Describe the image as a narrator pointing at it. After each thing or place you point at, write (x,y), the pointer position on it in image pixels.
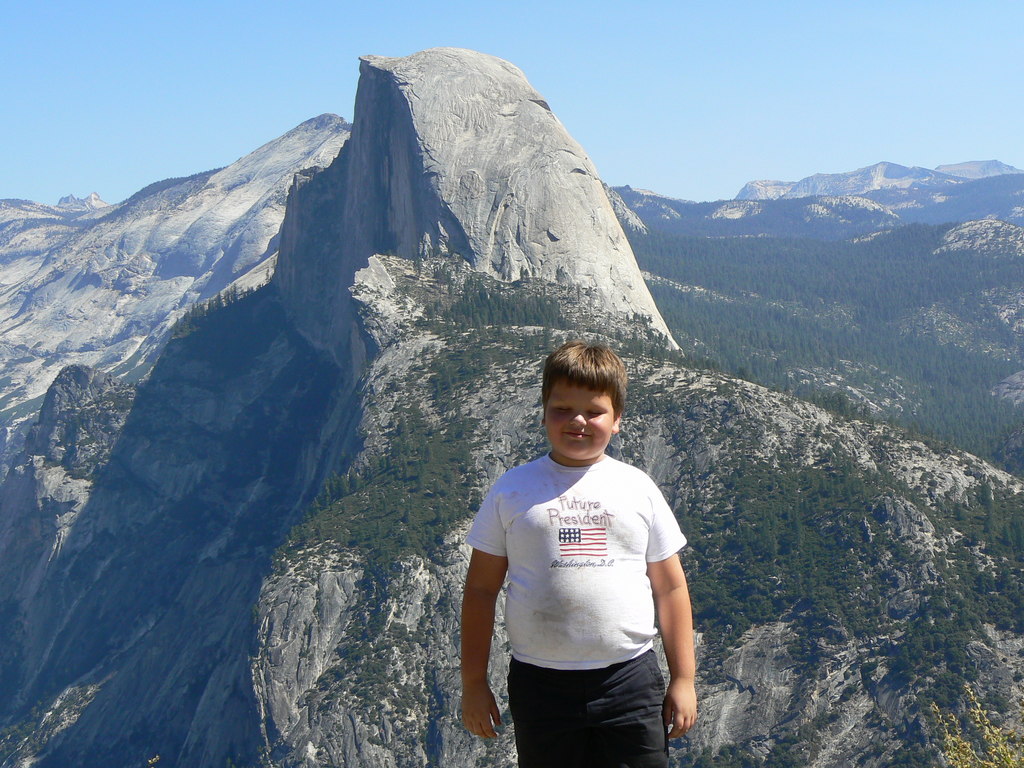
In this image, there is an outside view. There is a kid (632,547) at the bottom of the image (645,531) wearing clothes (575,580) and standing in front of the hill (408,312). There is a sky (494,37) at the top of the image (488,21).
